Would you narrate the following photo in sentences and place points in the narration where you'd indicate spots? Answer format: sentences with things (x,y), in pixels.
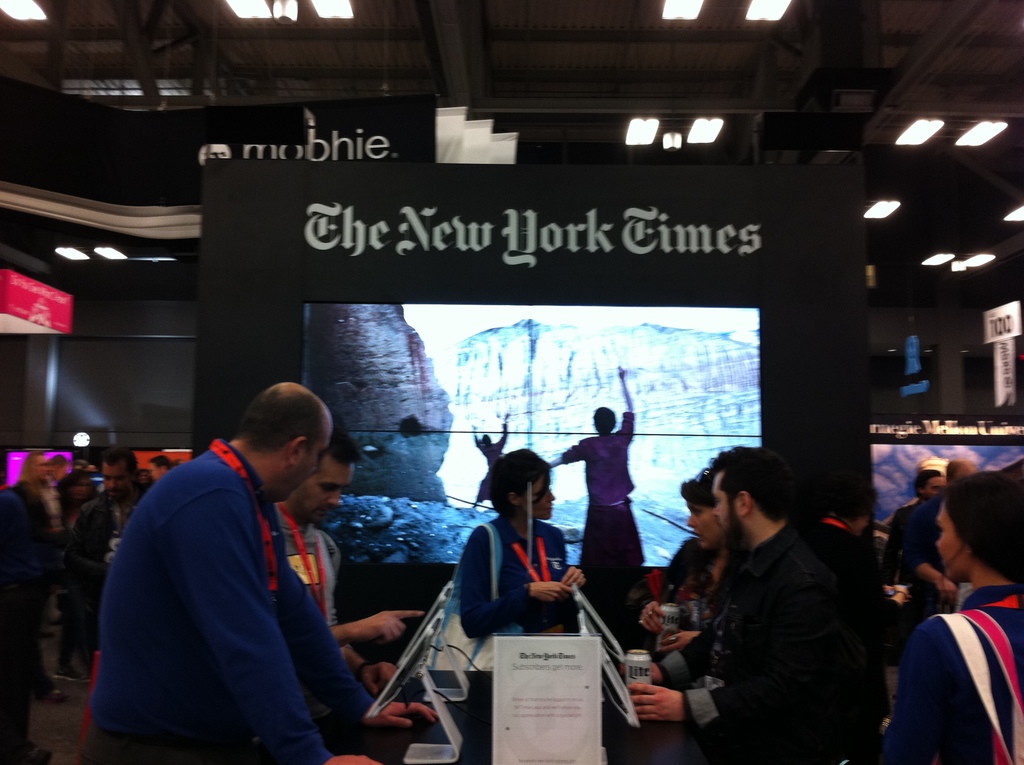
In this image in the foreground (765,721) there are some people (749,710) standing and looking at something. and at the back (72,507) there are some people (72,507) standing and in the middle (370,354) there a screen (395,410).
